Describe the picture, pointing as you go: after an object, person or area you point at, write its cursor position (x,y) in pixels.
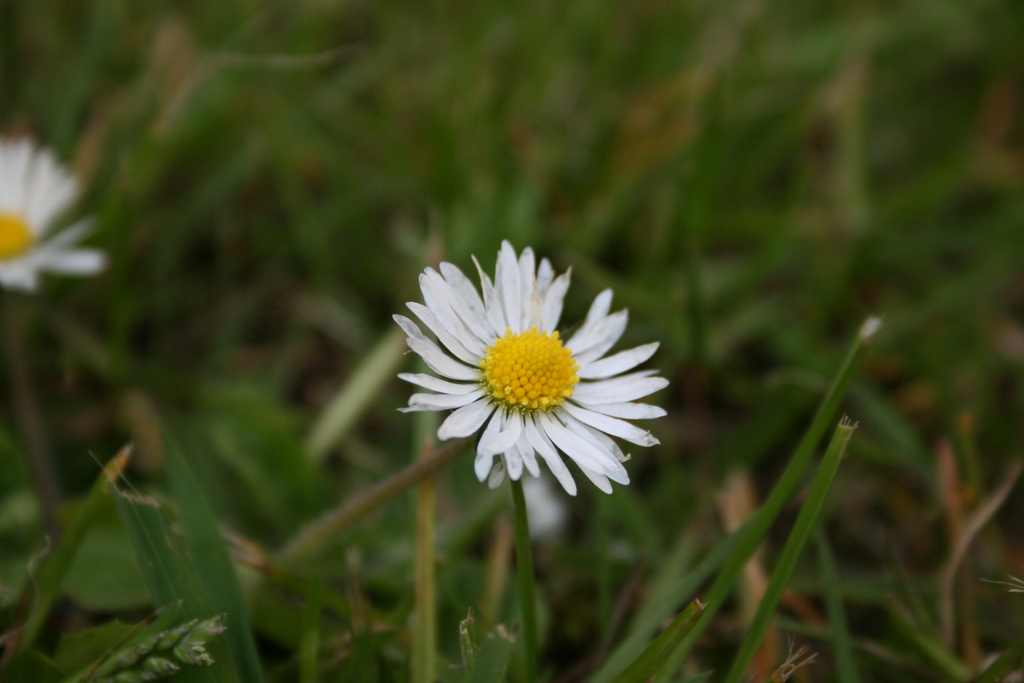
In this image there are plants (133,503) and we can see flowers (426,311).
